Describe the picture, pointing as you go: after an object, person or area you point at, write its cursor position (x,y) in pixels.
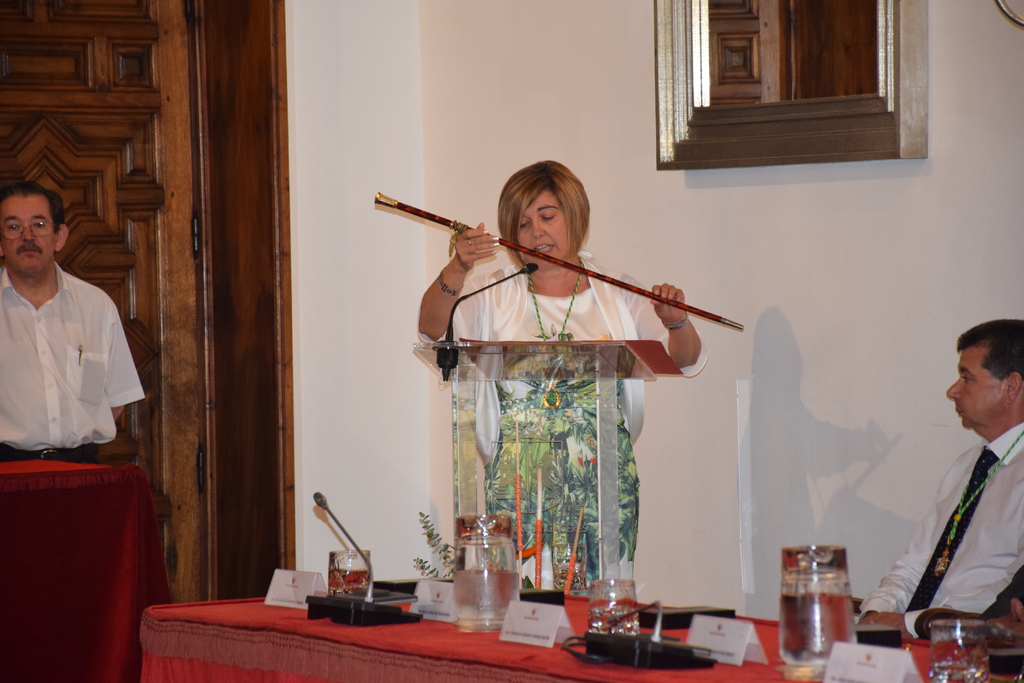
This picture shows a woman (515,326) holding a stick (615,282) and speaking in front of a microphone (477,294), near the podium (579,445). There is a man (991,545) sitting beside her. In front of him there is a table (531,645) on which some glass jars (786,613) and name plates (532,631) were placed. In the background (40,345) there is a man (28,343), door (134,245) and a wall (331,202) here.
